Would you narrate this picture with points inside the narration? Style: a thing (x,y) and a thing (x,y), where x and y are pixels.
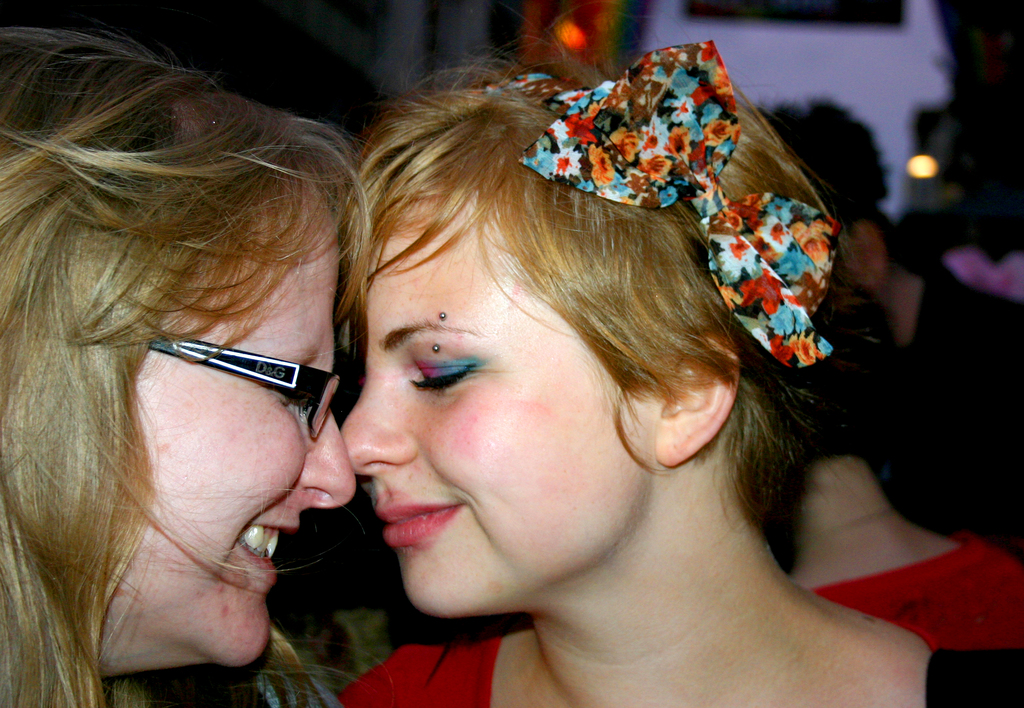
In this picture I can see two persons (416,376) smiling, there are another two persons (795,136), and there is blur background (966,18).
